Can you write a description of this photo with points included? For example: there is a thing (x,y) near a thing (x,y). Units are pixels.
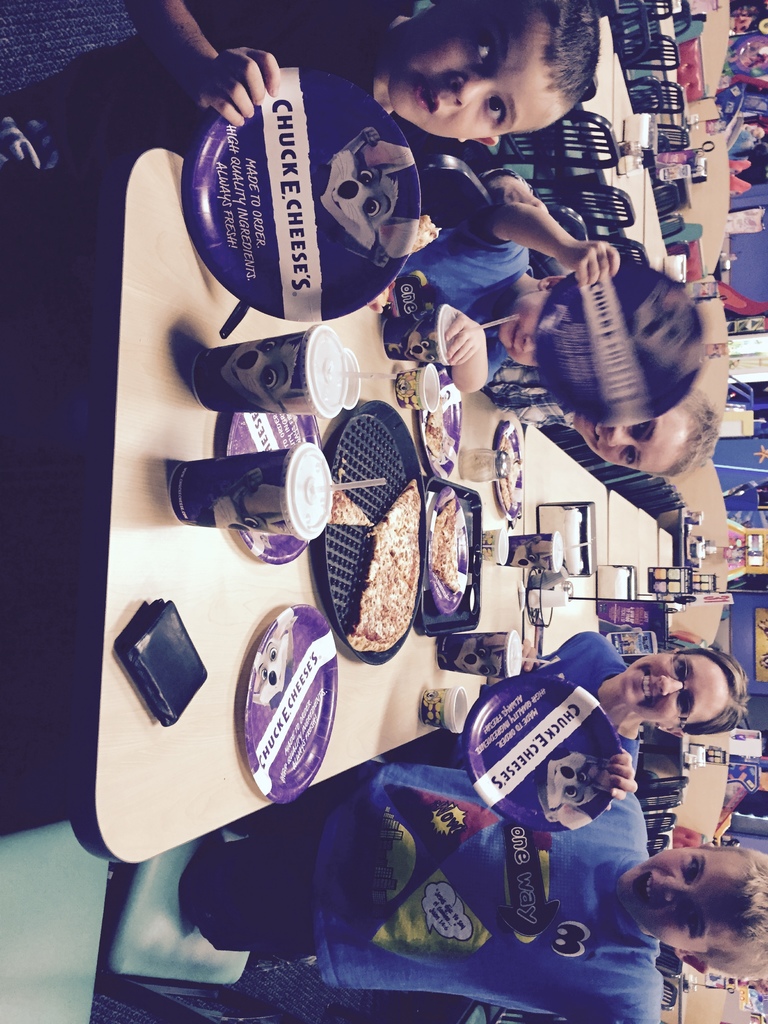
In the image I can see some people (712,727) who are sitting around the table (133,571) on which there are some glasses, plates (258,135) and other things (480,513) and also I can see some other chairs (93,874), tables (725,772) and people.
